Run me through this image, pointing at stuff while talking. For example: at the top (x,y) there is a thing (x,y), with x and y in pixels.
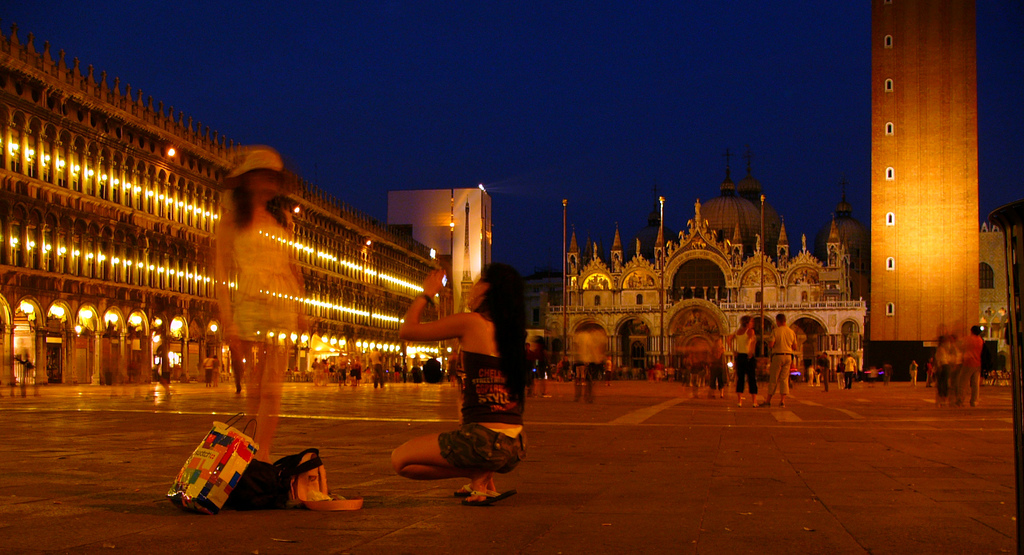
In front of the image there are two ladies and also there are bags (251,475) on the floor (343,387). And there are many people (580,377) standing on the floor (417,419). In the background (183,240) there are buildings (601,272) with lights (386,274).
